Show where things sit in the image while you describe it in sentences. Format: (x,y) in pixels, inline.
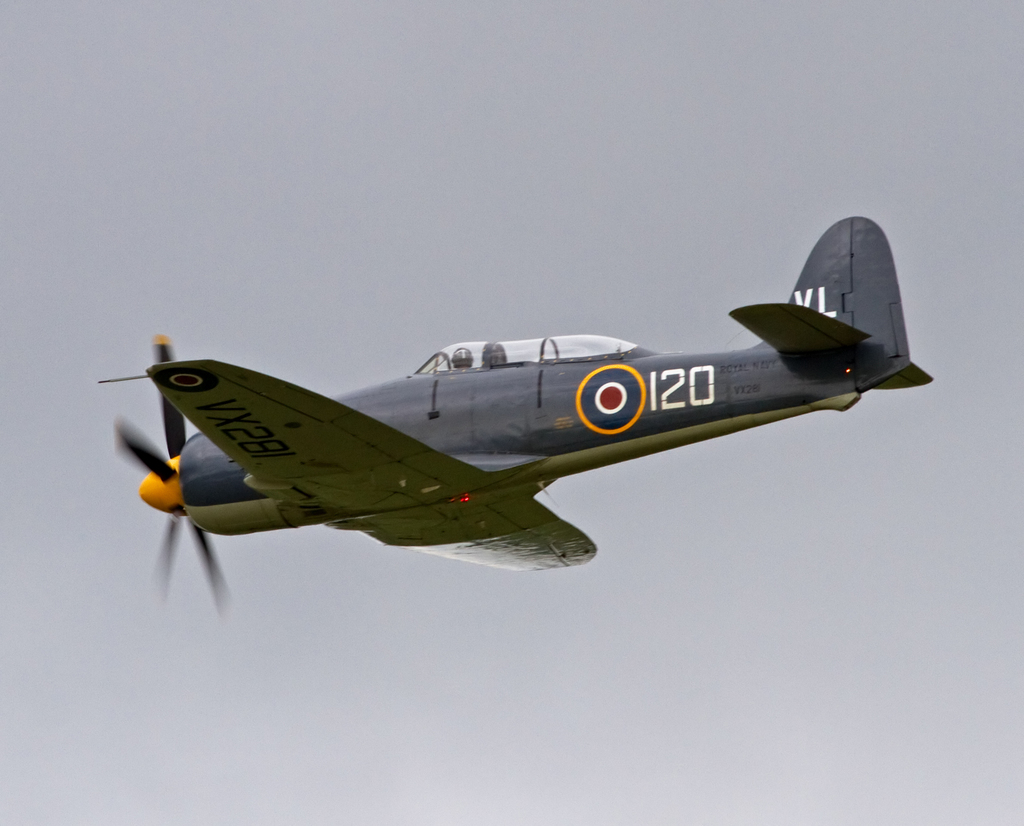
In the image we can see there is an aeroplane (466,436) flying in the sky (417,358) and there are people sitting in the aeroplane (469,440). There is a cloudy sky (346,685).
